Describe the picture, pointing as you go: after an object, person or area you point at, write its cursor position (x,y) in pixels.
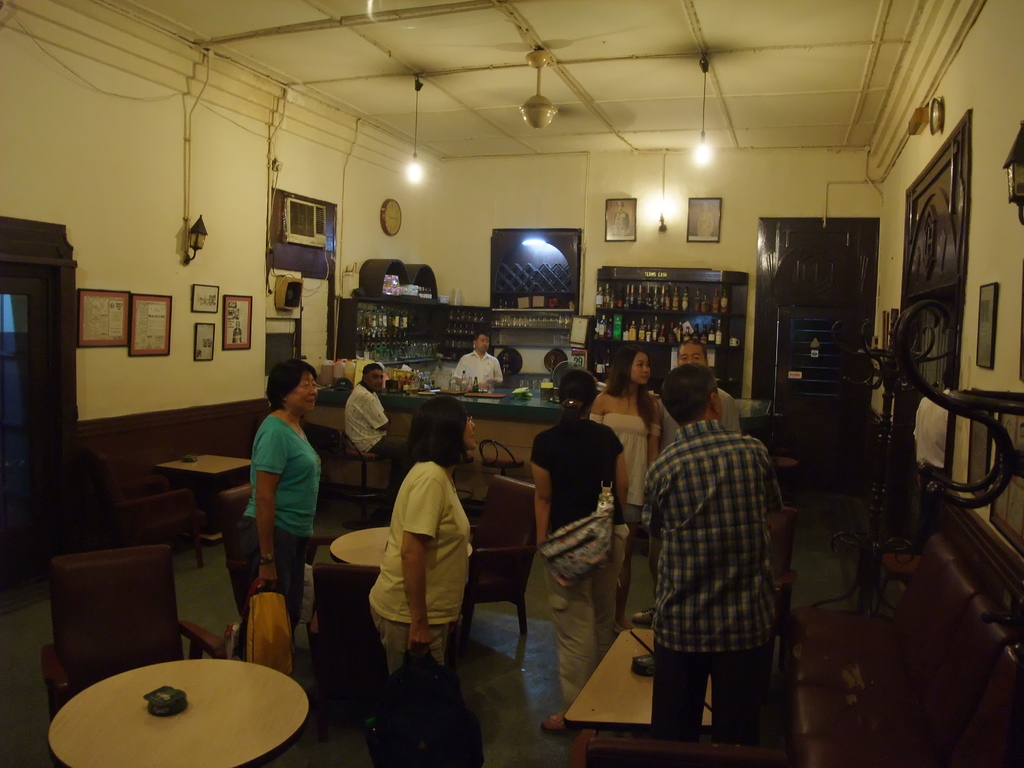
In the picture we can see a bar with a desk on it we can see some wine bottles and behind the desk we can see a man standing and behind him we can see racks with full of wine bottles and we can see tables (620,691) and chairs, near it we can see some men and women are standing and watching something on the wall (557,181) and to the ceiling (506,151) we can see some lights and fan (525,121) to the walls (204,317) we can see some photo frames (90,302).
